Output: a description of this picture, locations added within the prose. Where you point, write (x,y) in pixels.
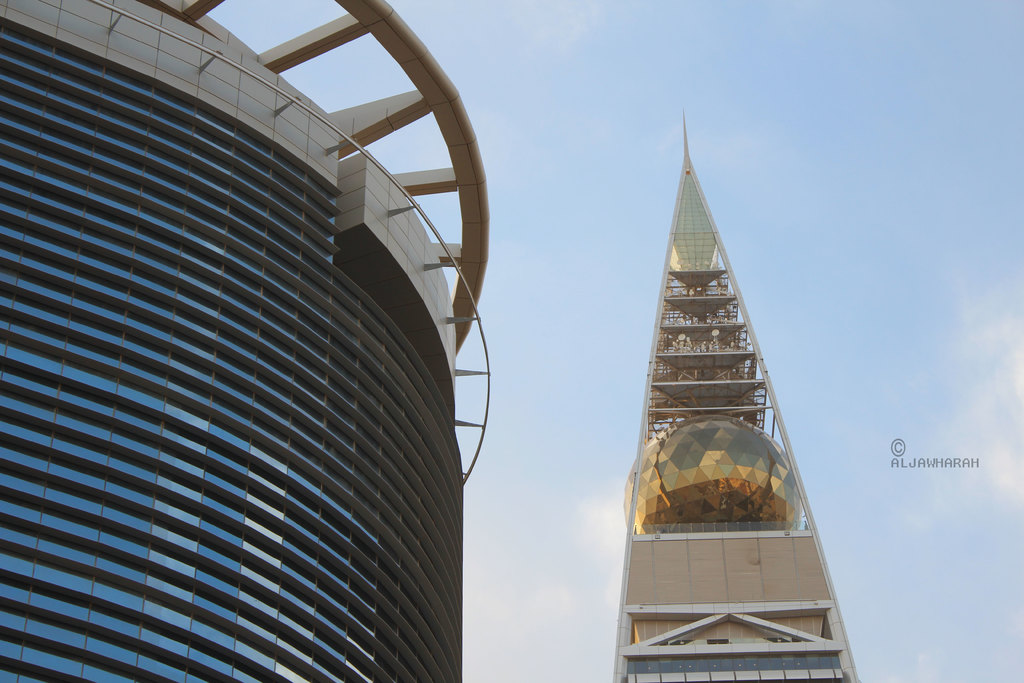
This image consists of two buildings (439,387). There is sky (495,191) at the top (523,206).
